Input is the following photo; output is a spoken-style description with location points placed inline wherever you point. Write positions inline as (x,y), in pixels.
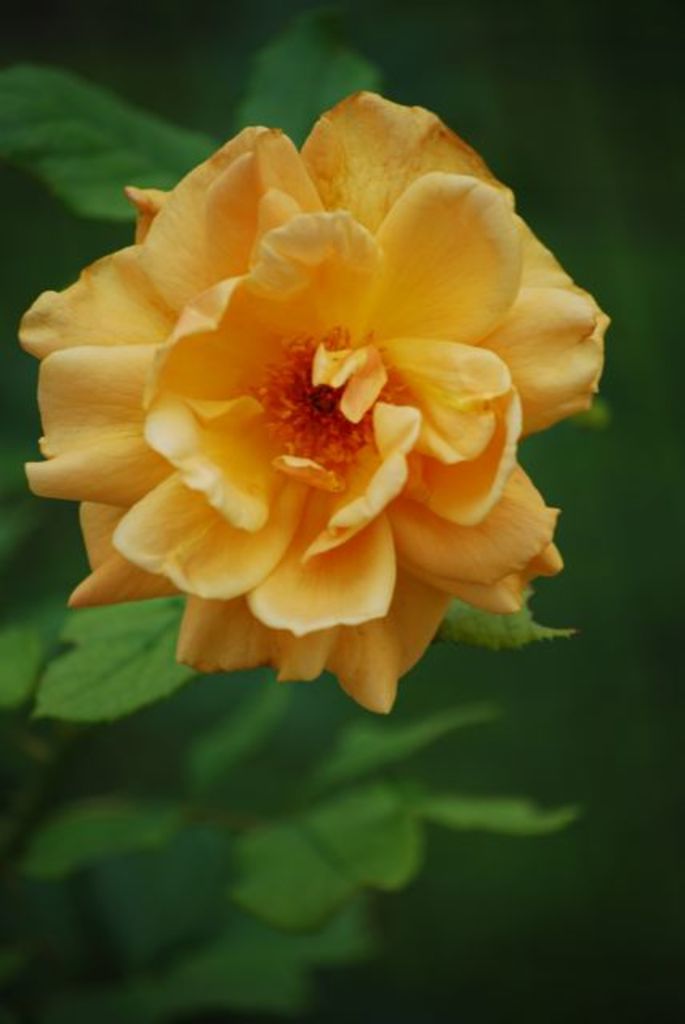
In this picture I can see a flower (319,443) in the middle (323,453), in the background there are green leaves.
